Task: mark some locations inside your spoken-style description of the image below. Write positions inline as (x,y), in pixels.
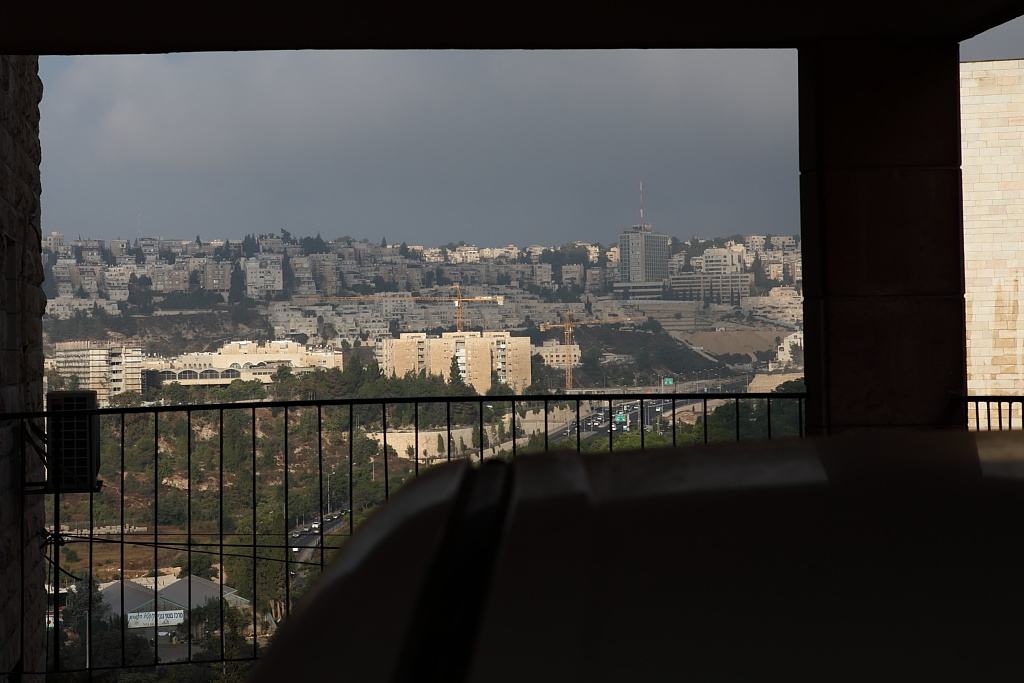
In this image there is one object (683,583) on the bottom of this image (637,583). There is a fencing gate (737,435) at left side (287,552) to this object (477,541). There are some trees (274,412) and buildings (424,320) in the background (472,334). There is sky (310,139) on the top of this image (476,125). There is a wall (808,296) on the right side of this image (890,289).
